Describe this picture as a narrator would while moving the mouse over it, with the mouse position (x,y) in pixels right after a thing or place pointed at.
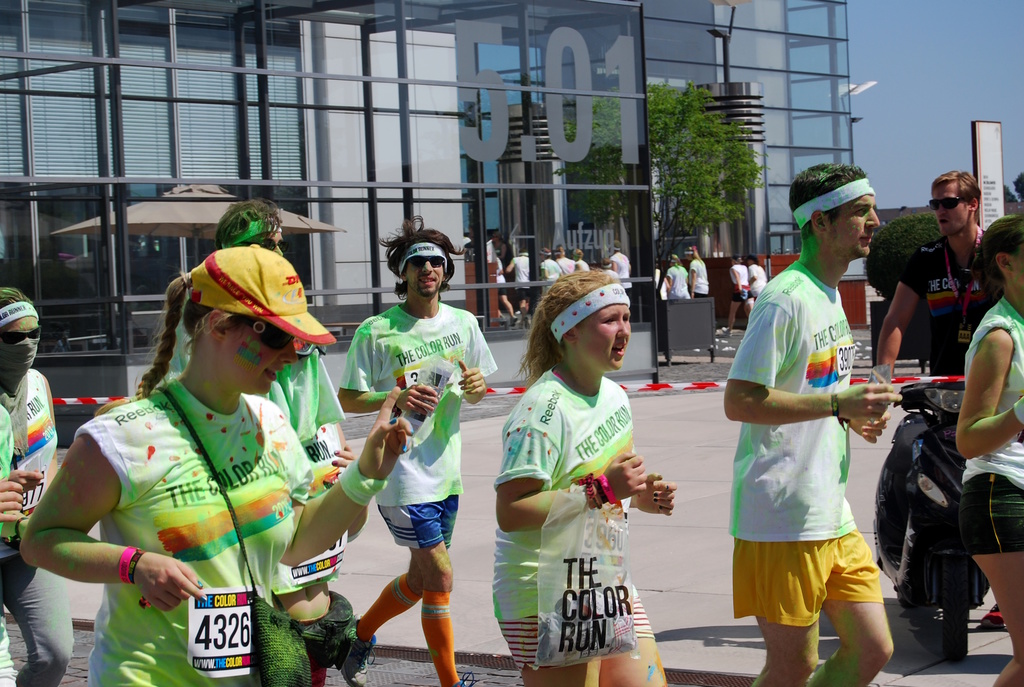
This image is taken outdoors. In the background (400,104) there is a building (341,107). There are a few iron bars (94,92). There is a tent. There is a tree (717,183). There are a few objects (714,314). A few people (681,285) are walking on the floor (391,572). At the top right of the image (942,72) there is the sky (912,106). There is a board (999,185) with a text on it. There are a few trees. In the middle of the image (373,344) a few people (328,513) are jogging on the floor (375,557). On the right side of the image (938,479) a bike (931,461) is parked on the floor (898,426) and there is a man (936,289).
